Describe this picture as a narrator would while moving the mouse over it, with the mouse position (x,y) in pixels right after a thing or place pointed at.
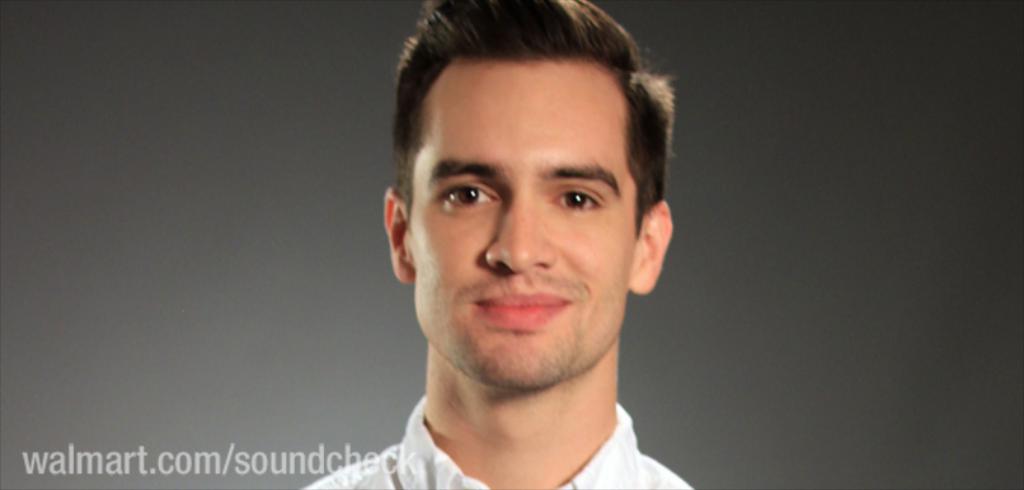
In the picture I can see a person face (481,292).
